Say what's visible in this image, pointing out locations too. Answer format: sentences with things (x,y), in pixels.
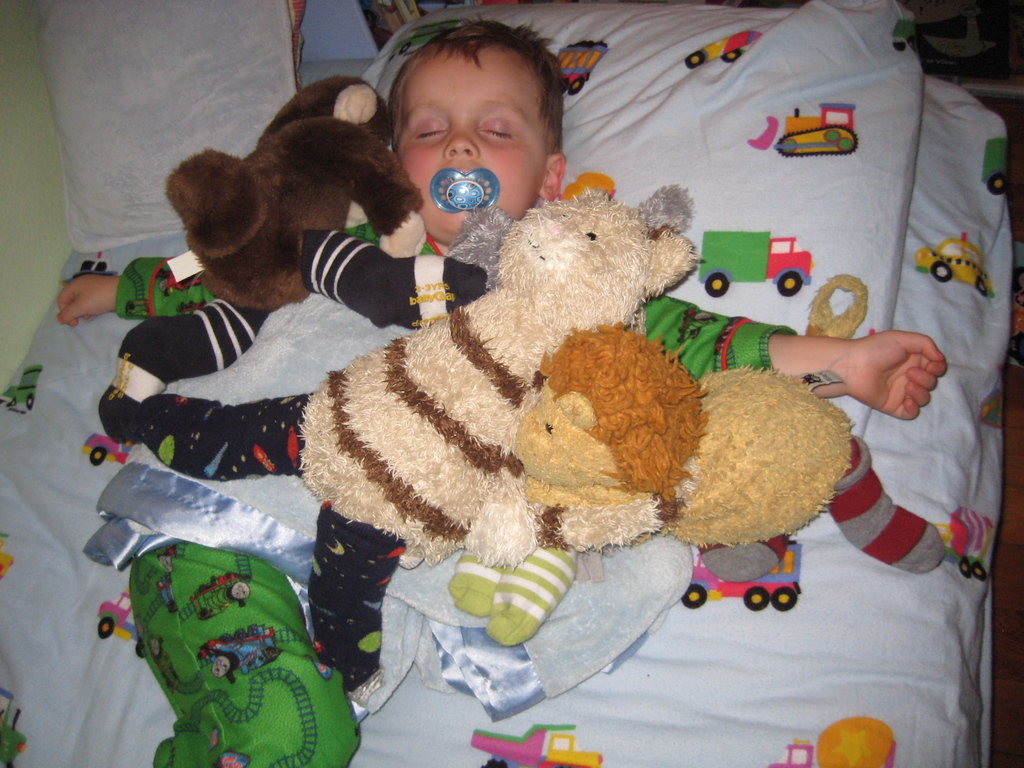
In this image there is a boy (277,714) sleeping on the bed (739,599). On top of him there are toys (446,428). There are pillows (148,5) on the bed (801,642).
